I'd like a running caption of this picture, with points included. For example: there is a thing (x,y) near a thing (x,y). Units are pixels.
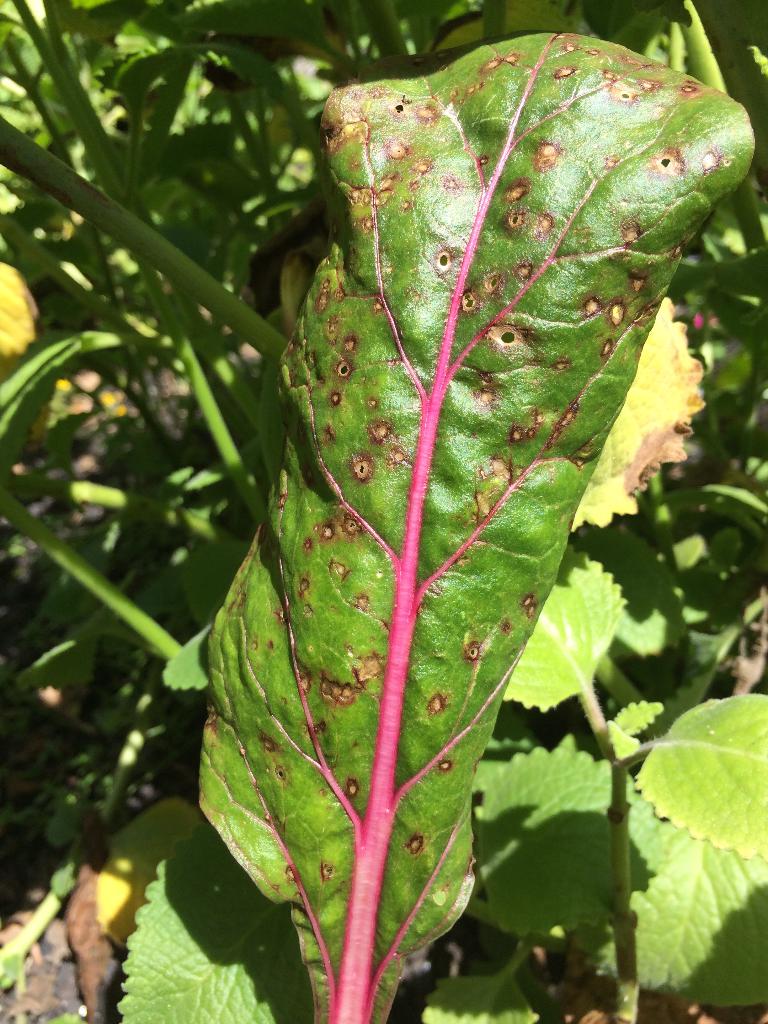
As we can see in the image there are plants (274,913) and a spotted leaf (345,256).
